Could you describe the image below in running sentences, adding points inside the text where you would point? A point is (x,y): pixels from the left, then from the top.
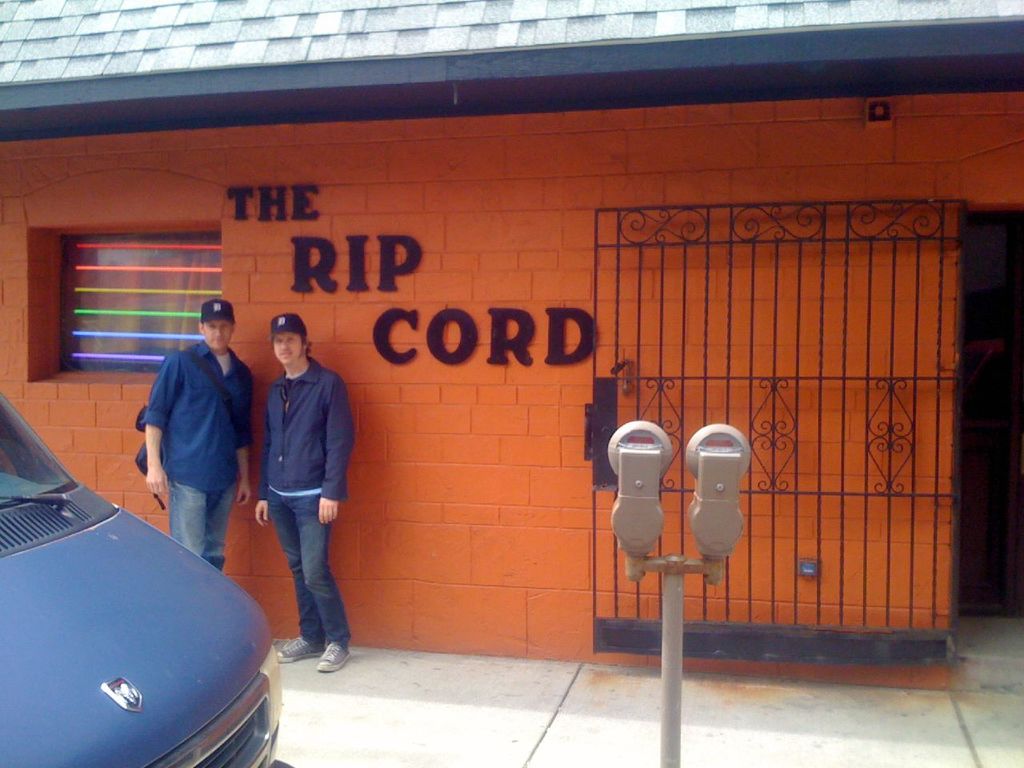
In this image I can see two people (213,500) standing in-front of building (906,571) beside the gate (793,636), also there is car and pole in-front of them.
